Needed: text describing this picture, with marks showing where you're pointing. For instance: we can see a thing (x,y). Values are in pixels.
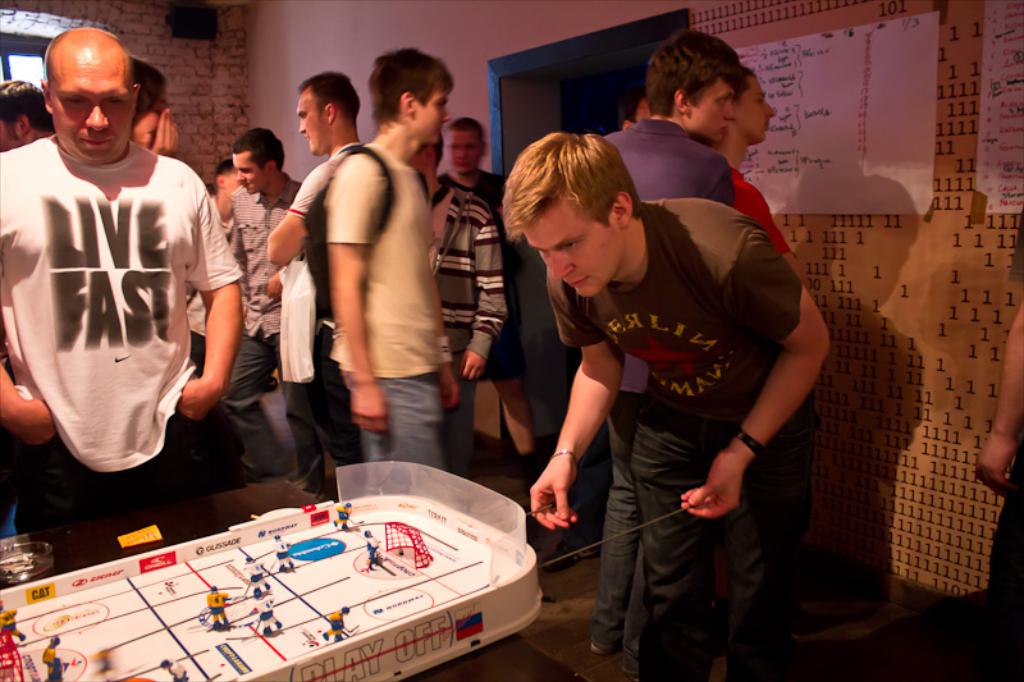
In this picture we can see a group of people (754,554) standing on the floor (855,608) and in front of them we can see toys (281,560) and a glass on a table (246,485) and in the background (401,3) we can see wall (393,42), posters (1005,78).
